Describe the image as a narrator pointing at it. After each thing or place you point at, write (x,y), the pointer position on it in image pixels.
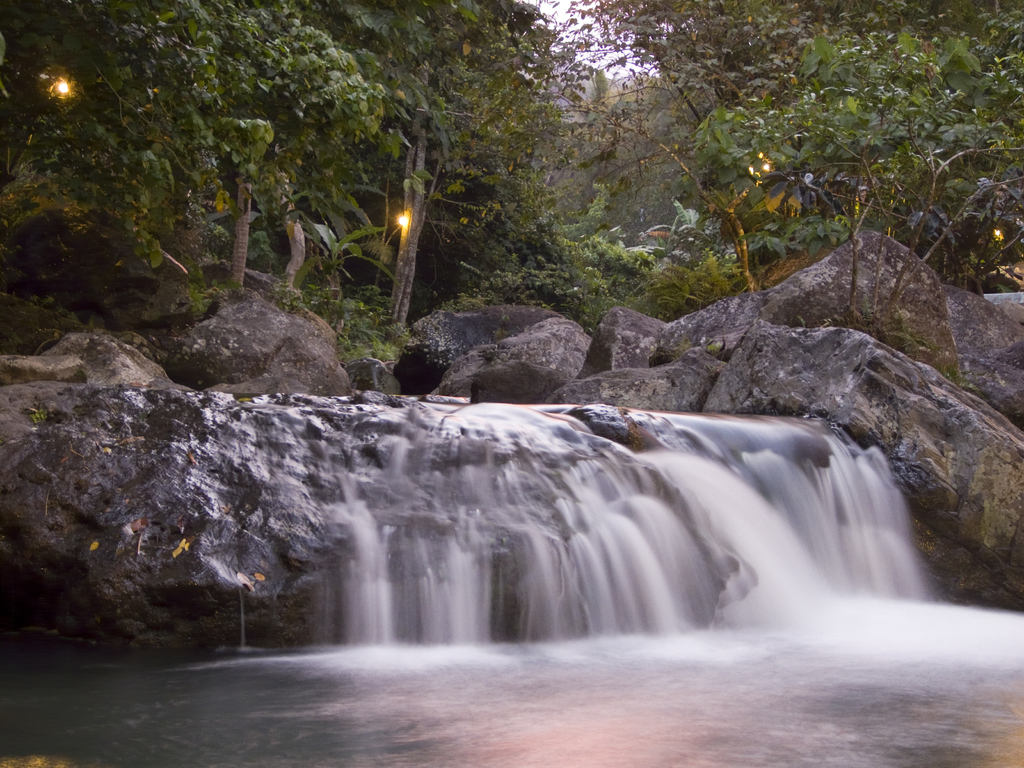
In this image we can see waterfalls (603,445), rocks (702,386) and trees (381,199).
